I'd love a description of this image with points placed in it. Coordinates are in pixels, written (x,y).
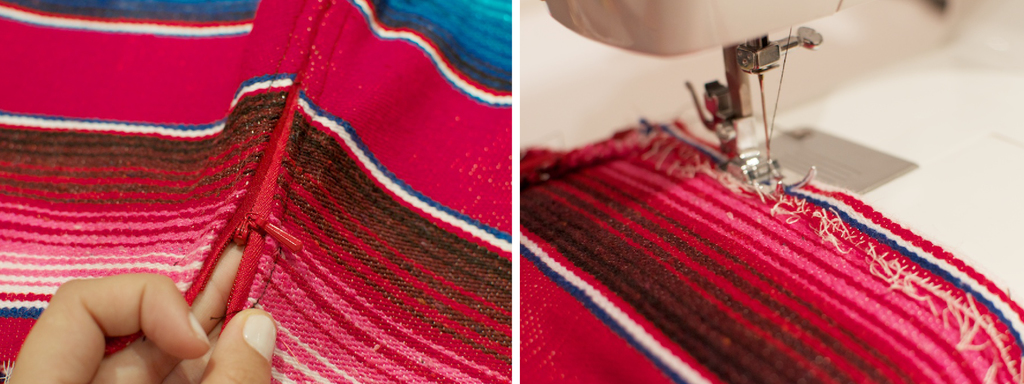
In the picture we can see two images, in the first image we can see a cloth (473,293) with a zip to it and a person hand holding it and in the second image we can see a cloth (586,195) under the stitching machine (866,93).
